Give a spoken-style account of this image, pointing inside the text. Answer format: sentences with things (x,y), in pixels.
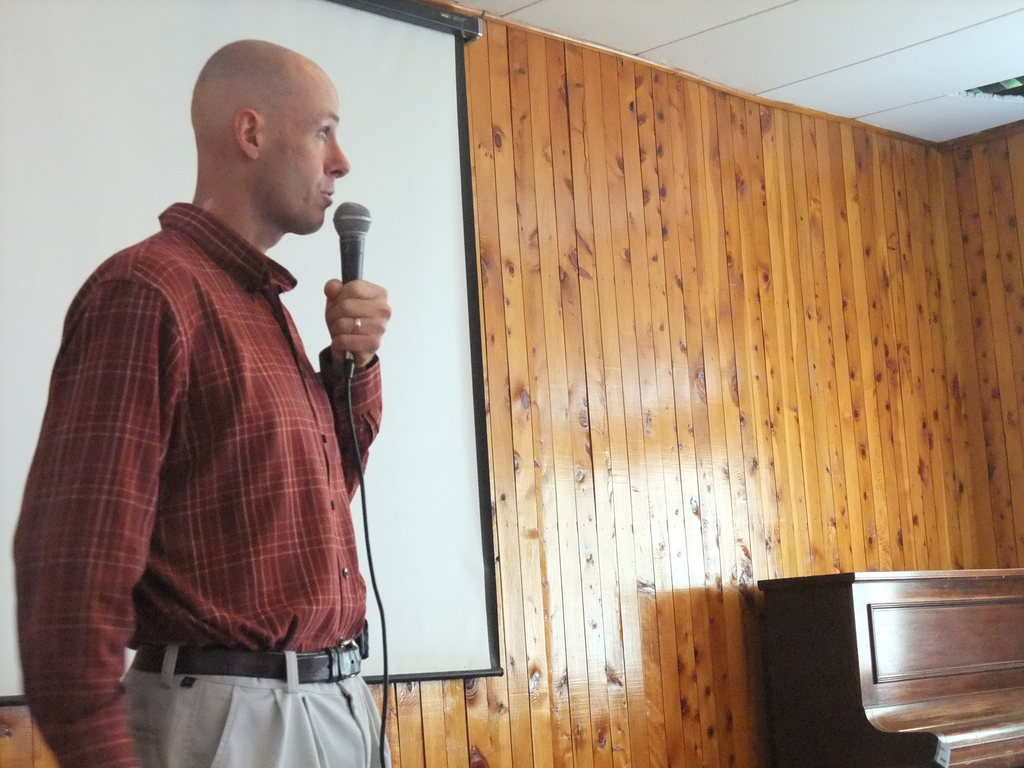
As we can see in the image there is a screen (392,263), a man (240,308) standing over here and holding mic (357,238).
